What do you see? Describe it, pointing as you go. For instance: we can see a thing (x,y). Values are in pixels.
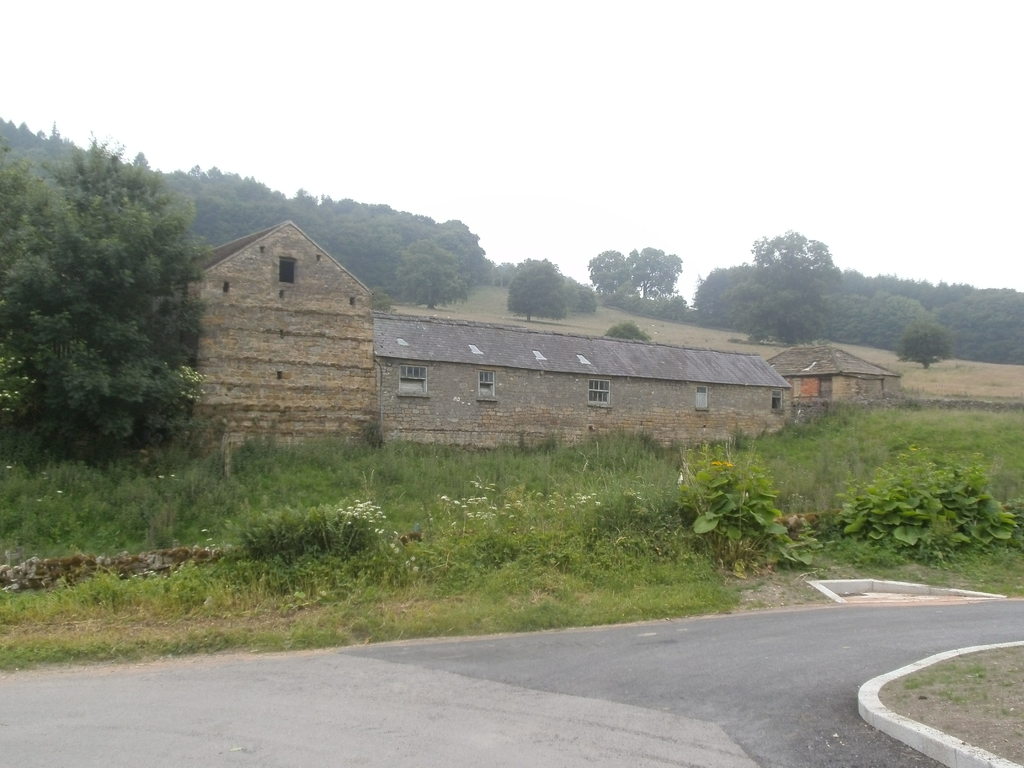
In this image I can see the road (622,695). To the side of the road (609,708) I can see the grass (564,579), plants (549,572) and buildings (412,327). In the background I can see many trees (447,253) and the sky (486,102).
